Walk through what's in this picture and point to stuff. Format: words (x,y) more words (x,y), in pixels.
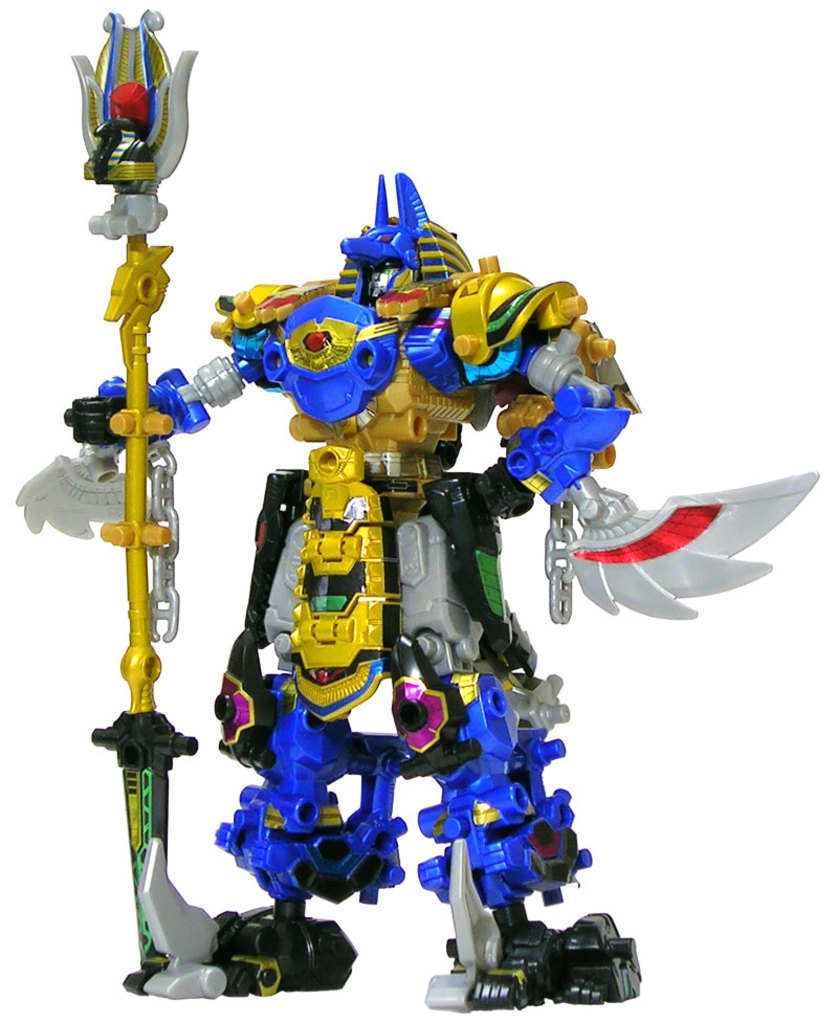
In this picture there is a toy (334,551) holding an object (121,295) in its hand (111,394).
